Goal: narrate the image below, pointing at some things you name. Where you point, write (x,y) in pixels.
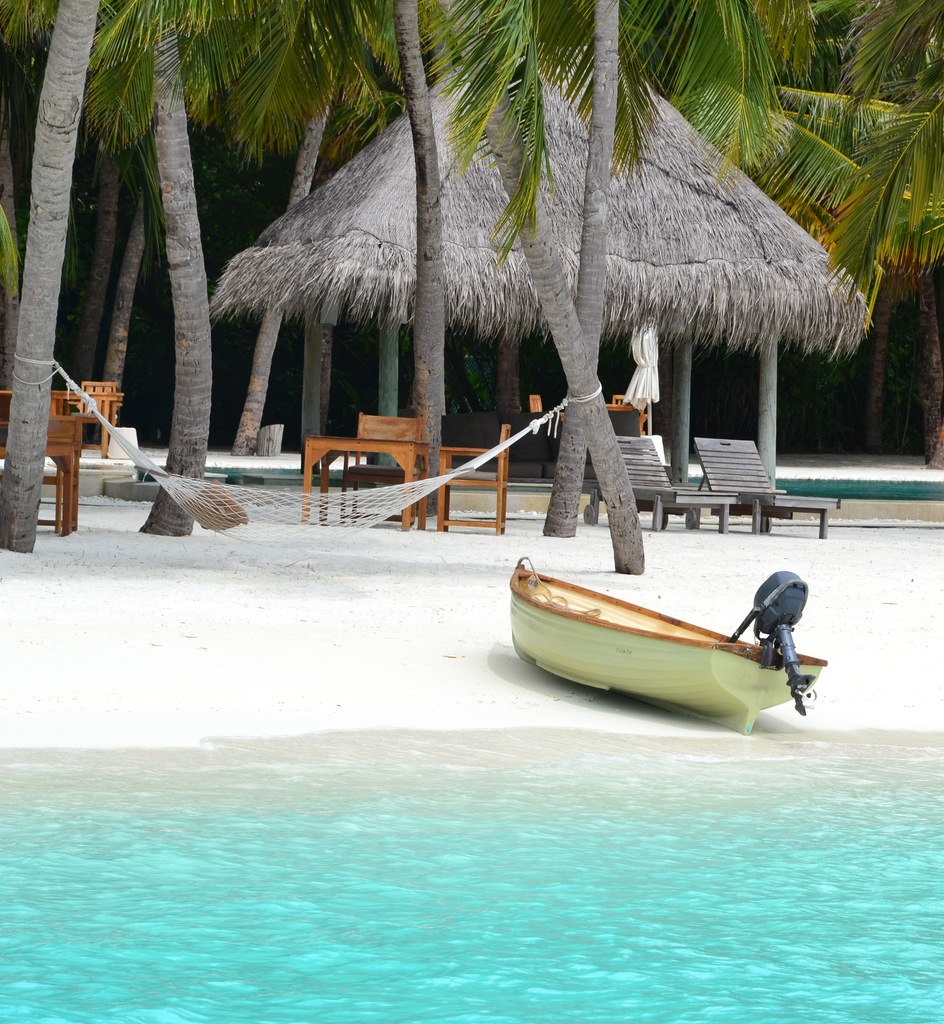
In this image we can see a boat (674,653), water (680,855), hammock (353,513), tables (362,447) and chairs (405,431), hut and trees (600,232).
